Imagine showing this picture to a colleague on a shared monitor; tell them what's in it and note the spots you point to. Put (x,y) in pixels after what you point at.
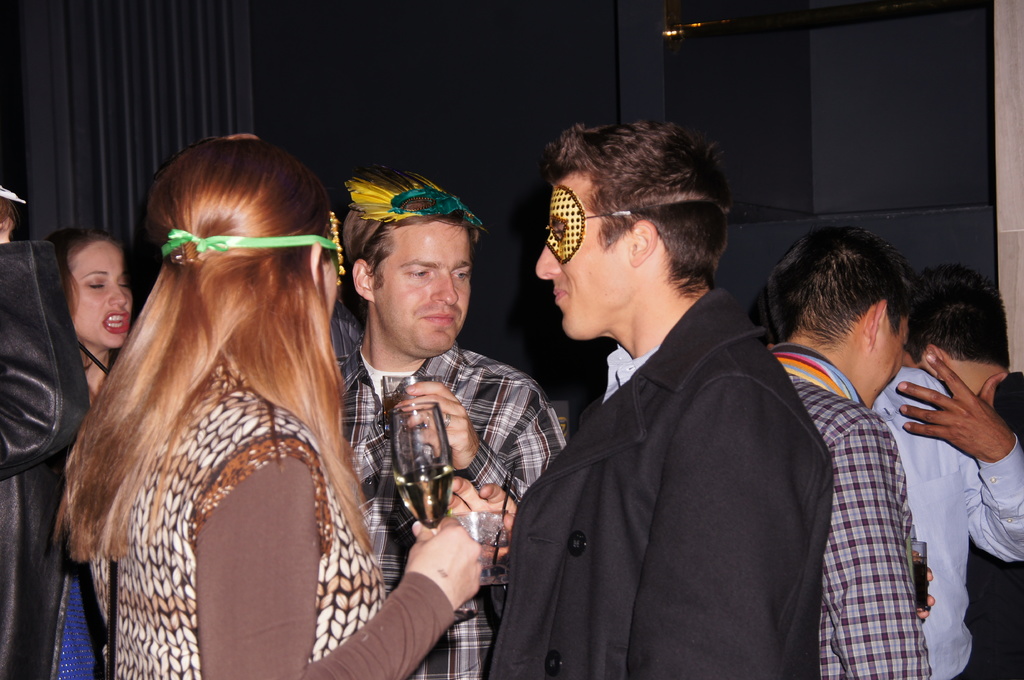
In this picture there is a woman (362,555) standing and holding the glass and there is a person (697,413) standing and glass (496,587). At the back (934,628) there are group of people (939,420) standing and there is a curtain (104,12).
